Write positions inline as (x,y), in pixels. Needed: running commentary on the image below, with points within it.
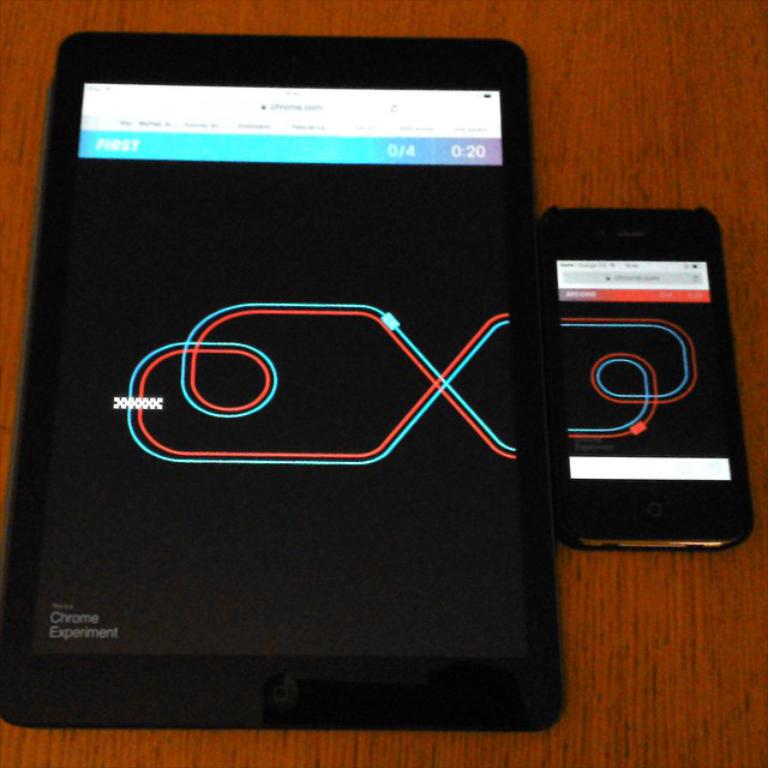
Here in this picture we can see a tablet (63,367) and a mobile phone (717,444) present on a table (760,555) and we can see some picture (185,150) on the display screen (400,326) over there.
